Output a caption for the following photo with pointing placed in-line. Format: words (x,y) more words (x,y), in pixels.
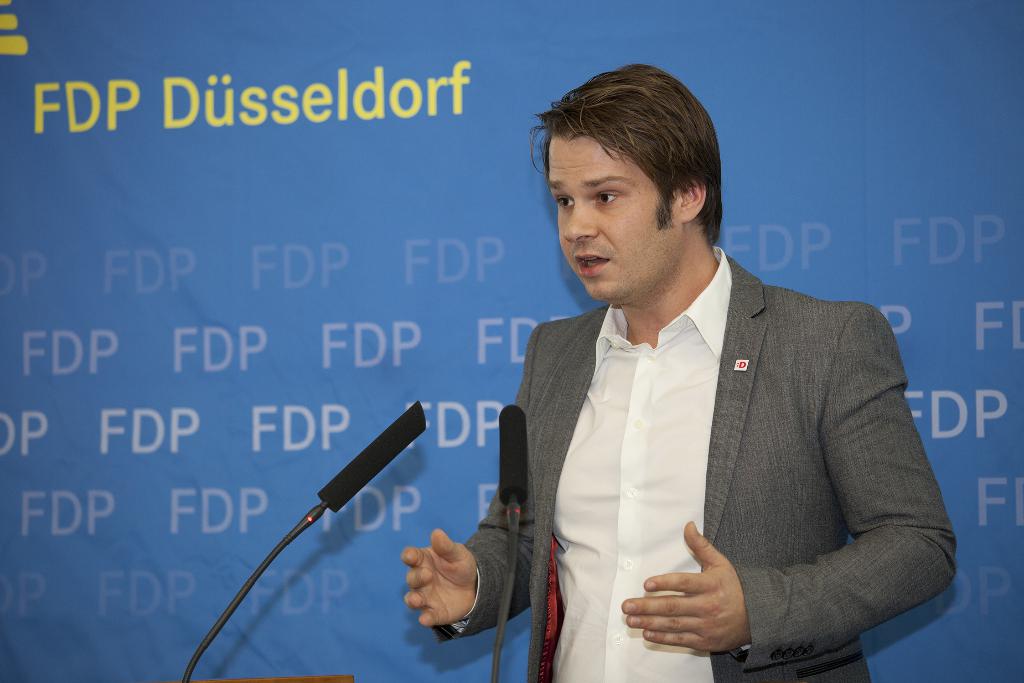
In this image we can see a person (792,463) wearing grey color suit (727,445), white color shirt (639,527) standing and in the background of the image (382,497) there is blue color sheet (272,297).
